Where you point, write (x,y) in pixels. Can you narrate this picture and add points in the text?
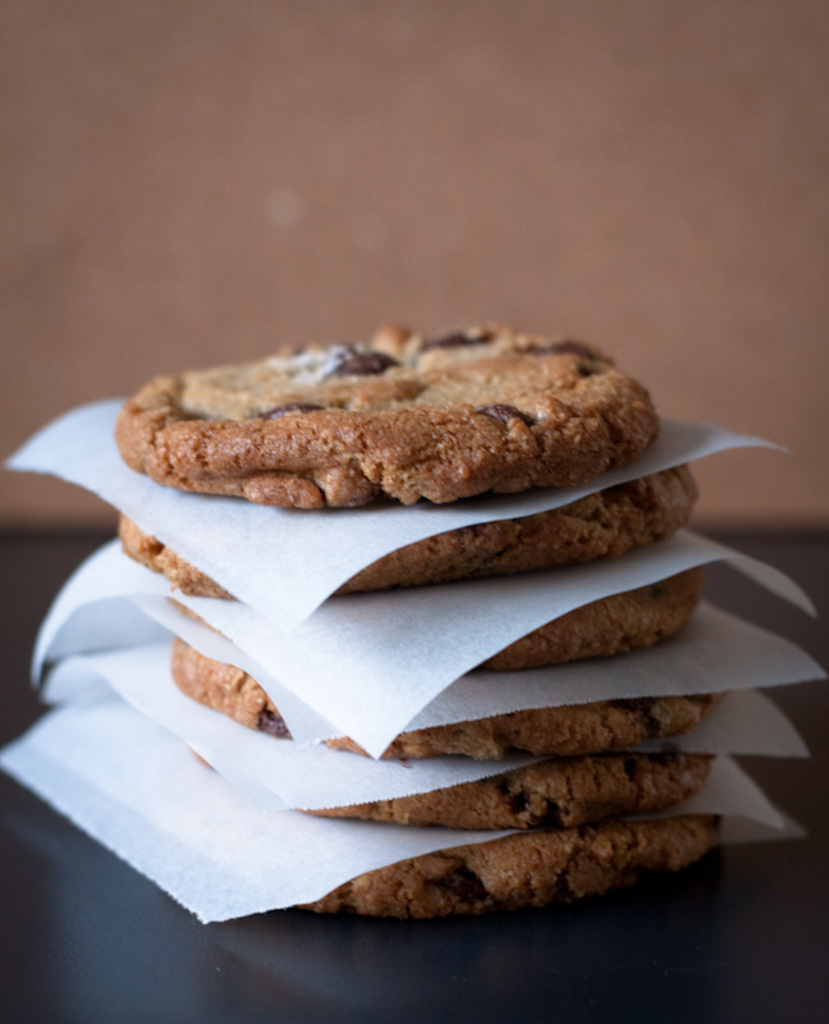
In this picture we can see cookies (509,532) and papers (421,664) on the black surface (47,930). In the background (553,295) we can see the wall (463,195).
